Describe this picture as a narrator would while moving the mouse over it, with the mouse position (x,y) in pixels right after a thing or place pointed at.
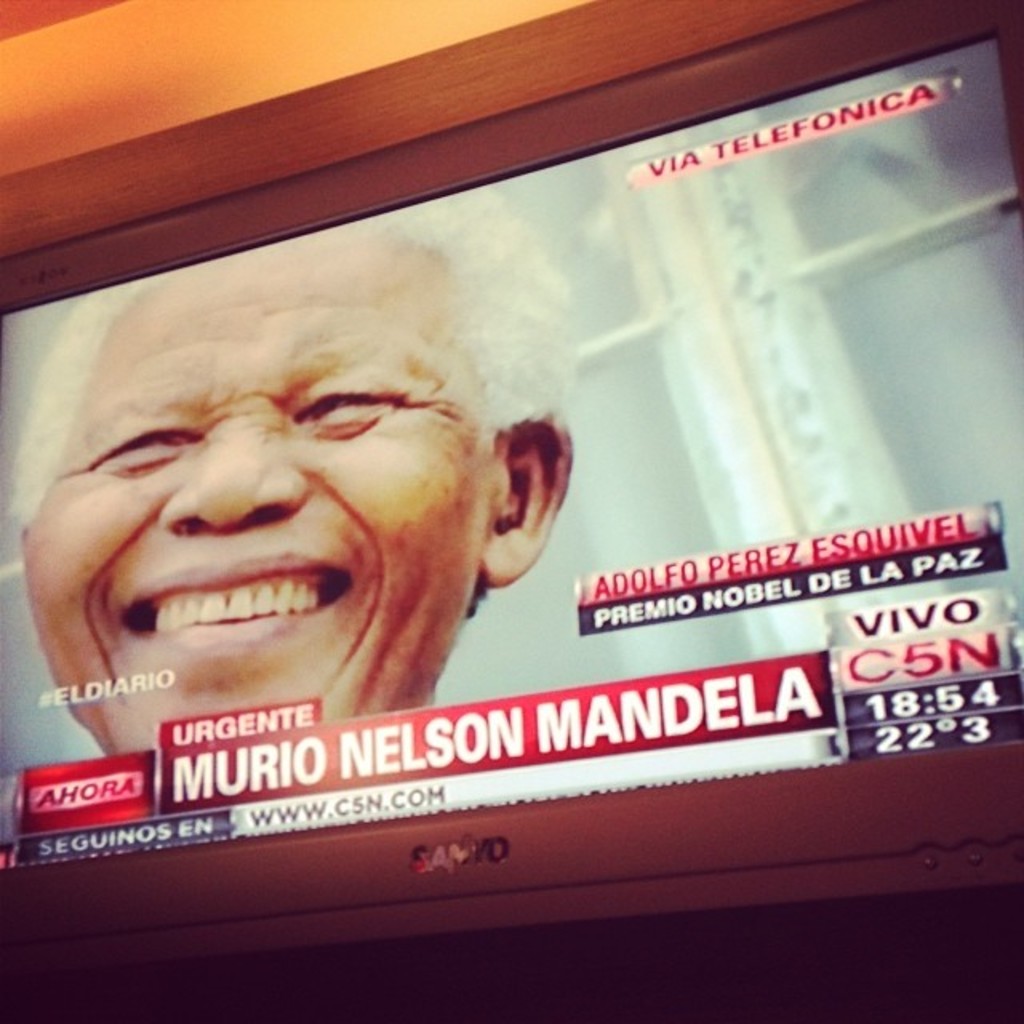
In the picture I can see a television (565,717) in which I can see a person (349,517) smiling and here we can see some edited text (967,547) is displayed.
